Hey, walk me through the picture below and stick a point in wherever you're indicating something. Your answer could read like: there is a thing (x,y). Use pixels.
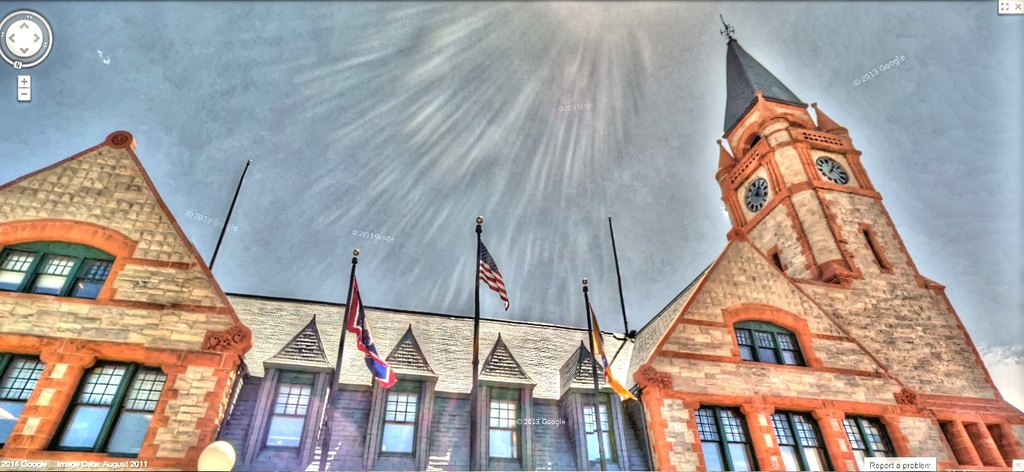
In this picture we can see a building (752,364), windows (612,413), poles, clocks (761,194), and flags (496,289). There is a grey color background (1012,274).
